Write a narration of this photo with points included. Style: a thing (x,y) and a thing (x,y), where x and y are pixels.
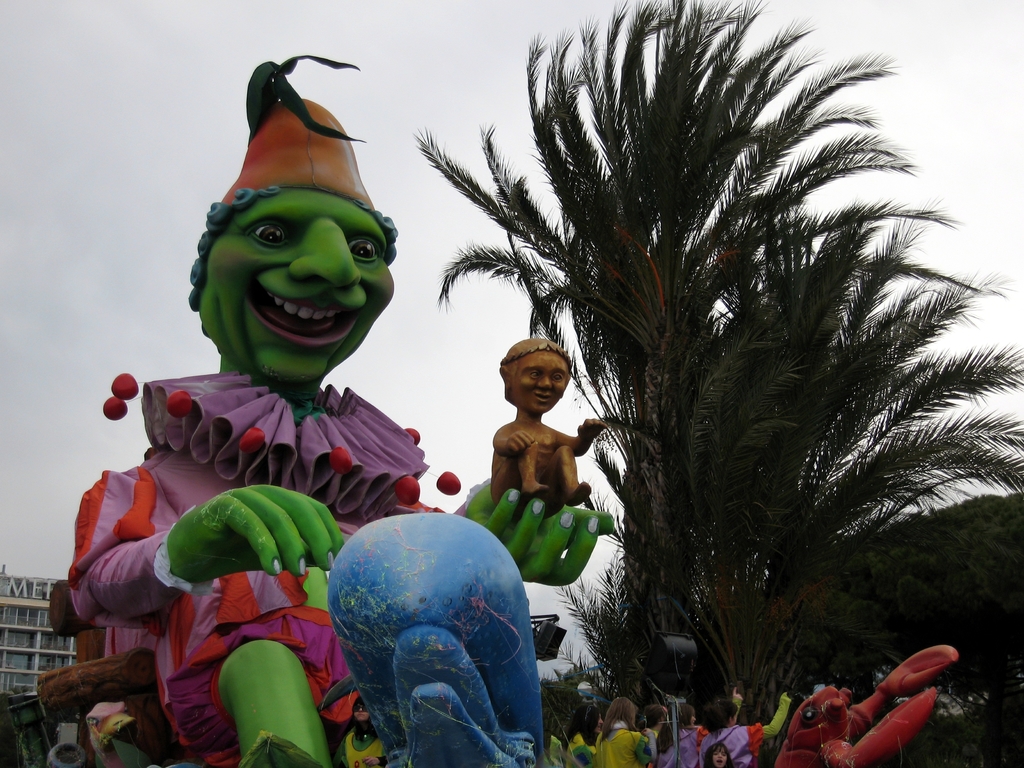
In this image I can see a statue (533,469) which is in multi color, background (767,752) I can see group of people (577,717) standing, trees (837,501) in green color, a building (15,624) in cream and white color, sky (89,231) is in white color.
